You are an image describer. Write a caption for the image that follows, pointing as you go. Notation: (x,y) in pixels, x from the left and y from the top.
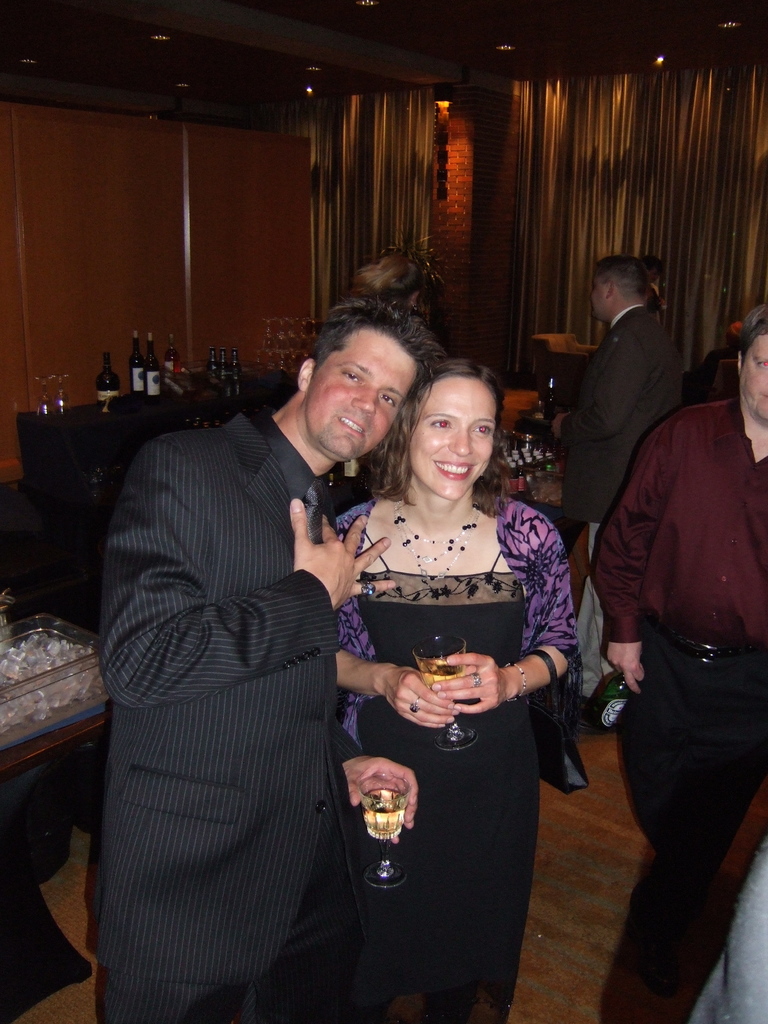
In this image we can see this man (208,653) and woman (388,631) are holding a glass (390,832) with a drink (375,828) in it are standing on the floor (550,898) and smiling. In the background (627,481), we can see a few more people (627,481), we can see the bottles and glasses (303,352) are kept on the table (90,435), we can see the curtains (715,175) and the wall (248,146). Here we can see a container (63,699) with ice cubes (47,650) placed on the table (17,971).
